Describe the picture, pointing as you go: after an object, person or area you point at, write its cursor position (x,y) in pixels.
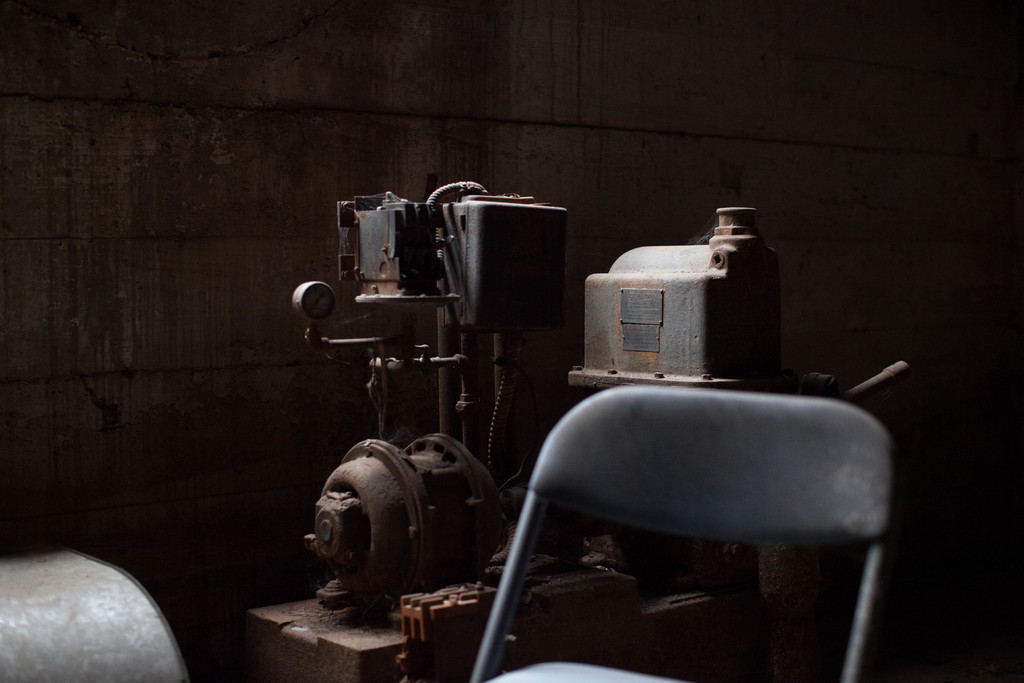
In this image we can see the machine (488,301). We can also see the chair (522,538). In the background (951,86) there is wall (899,259).
